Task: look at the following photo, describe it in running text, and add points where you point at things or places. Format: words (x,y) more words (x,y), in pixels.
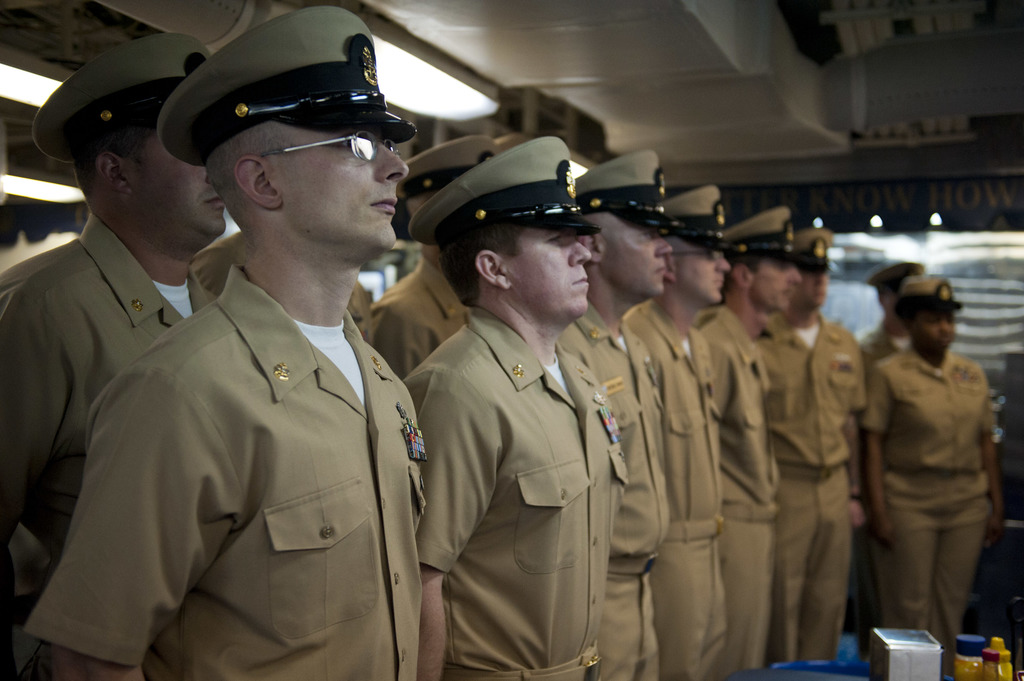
In this image there are many people (370,519) wearing uniform (751,467) and cap (266,97). Here there are few bottles (980,648). On the top (615,149) there are lights (466,97) on the ceilings (676,140).
